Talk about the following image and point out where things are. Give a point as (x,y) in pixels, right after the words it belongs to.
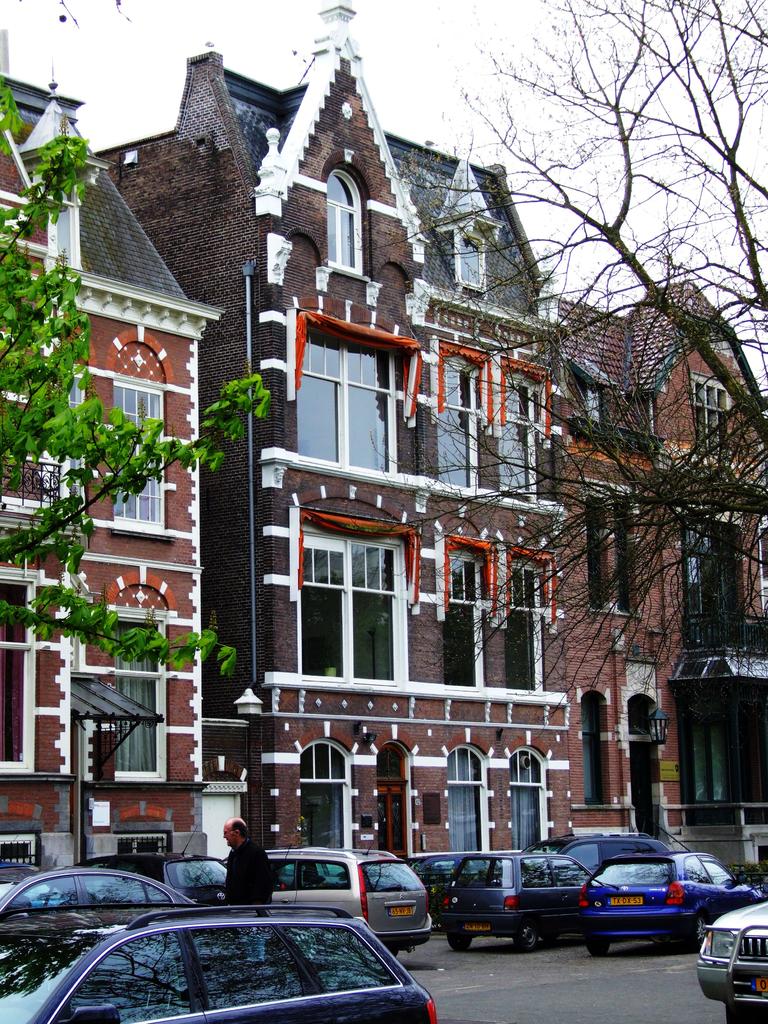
In this image see the building (300,126), roofing (266,143) is brown and white. And in the bottom (378,871) we can see cars (309,915). And one man (252,851) is standing near to the car (288,854). And right side (740,201) trees (732,195) are seen. And we can see clouds (120,54) to the sky (390,66).
